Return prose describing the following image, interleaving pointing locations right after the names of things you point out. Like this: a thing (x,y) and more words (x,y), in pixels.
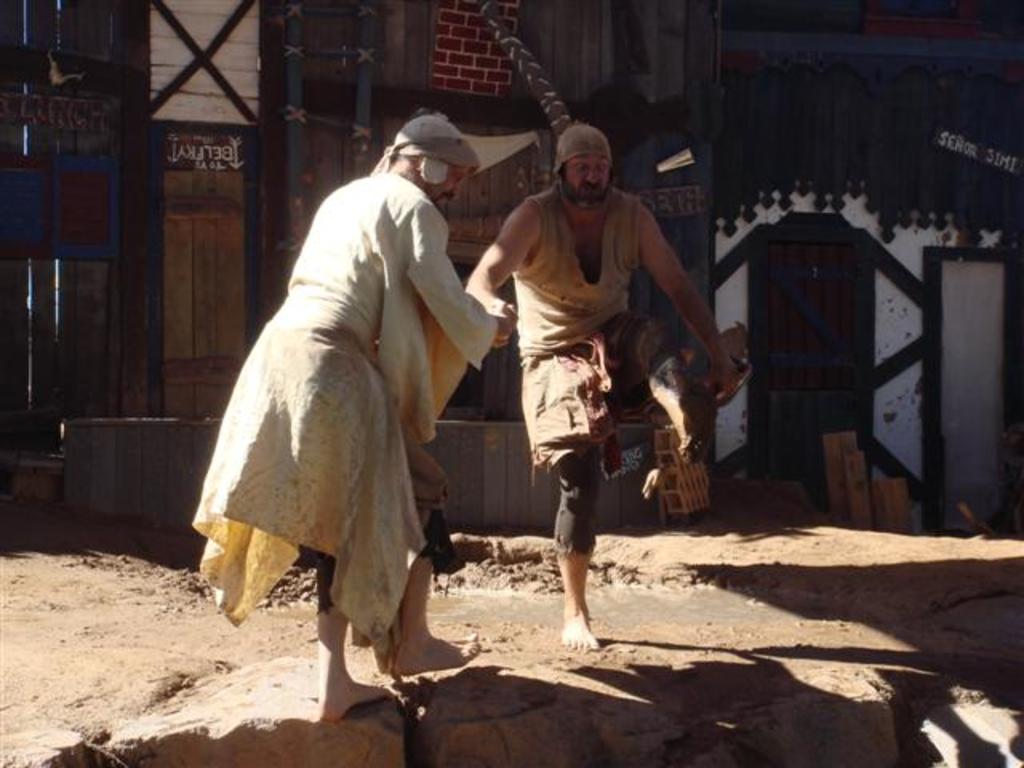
In this image in the center (432,370) there are persons (456,367) standing. In the background (247,266) there are doors (798,306) and there is a wall (909,302) which is white in colour.
